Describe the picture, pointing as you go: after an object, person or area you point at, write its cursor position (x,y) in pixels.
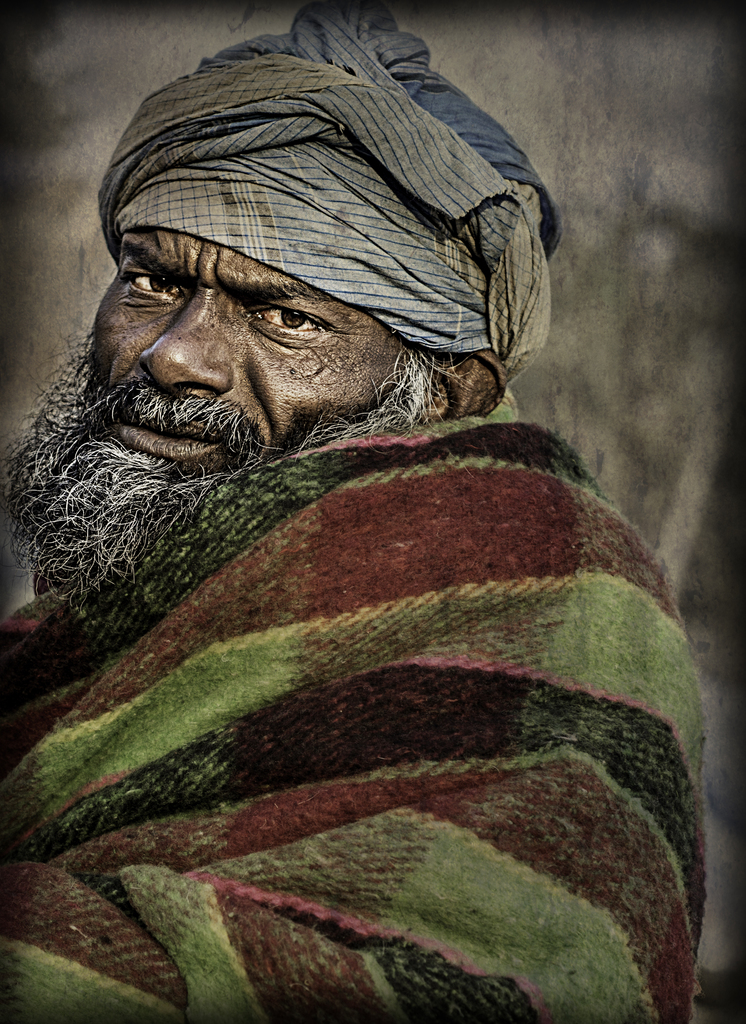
In the picture we can see an old man (221,900) with mustache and beard (136,535), which is white and on him we can see a cloth (627,766) and in his head (324,325) we can see a turban (508,260).
